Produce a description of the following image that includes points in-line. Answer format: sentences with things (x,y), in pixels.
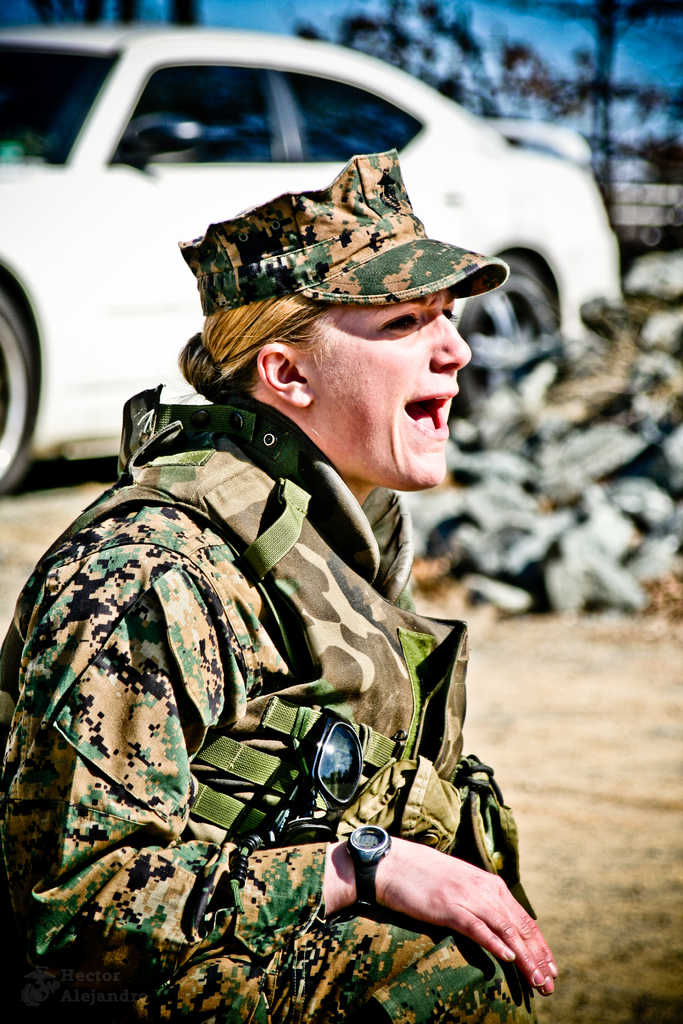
In this image we can see a person (436,754) sitting on the ground (520,641). In the background (159,214) there are motor vehicle (112,258) on the ground (519,628), sky (379,0) and trees (580,65).
